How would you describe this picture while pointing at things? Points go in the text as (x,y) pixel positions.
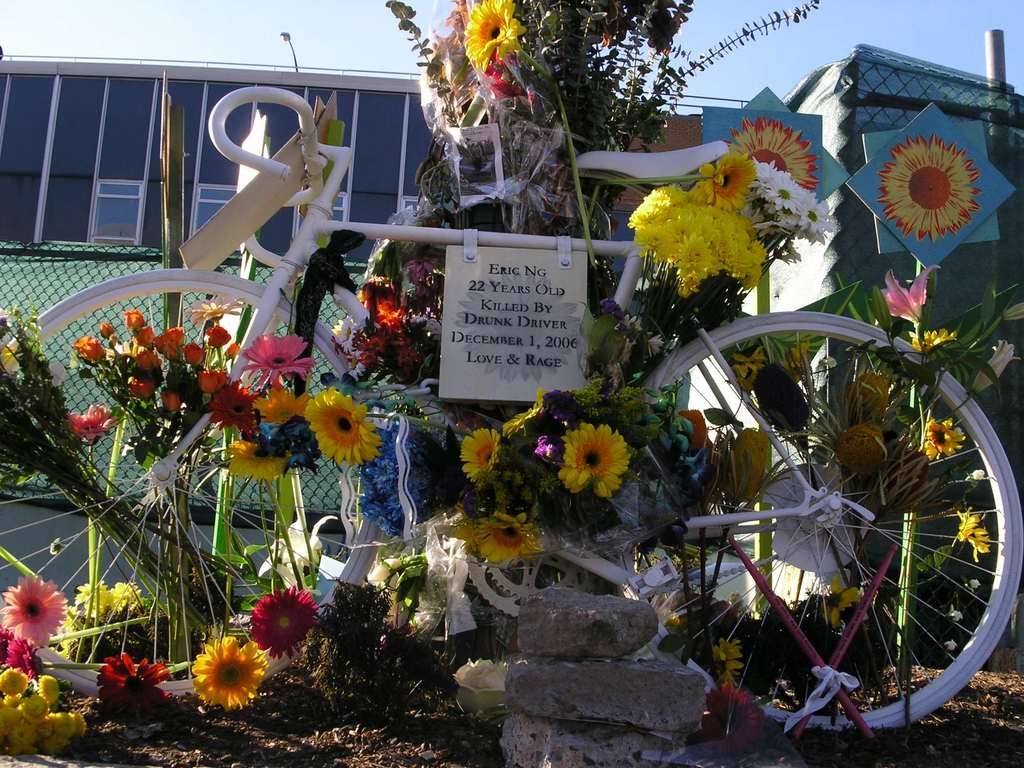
In the center of the image (389,505) we can see a bicycle (865,578) parked on the ground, a board (566,323) and a group of flowers (173,608) and leaves (506,473) are placed on it. In the foreground (597,695) we can see some rocks (612,706). On the right side of the image (984,215) we can see some paintings (915,222) on poles (765,295). In the background (364,138), we can see a fence (1008,250), a group of buildings (144,205) with windows (275,134), light pole (286,30) and the sky (270,51).
